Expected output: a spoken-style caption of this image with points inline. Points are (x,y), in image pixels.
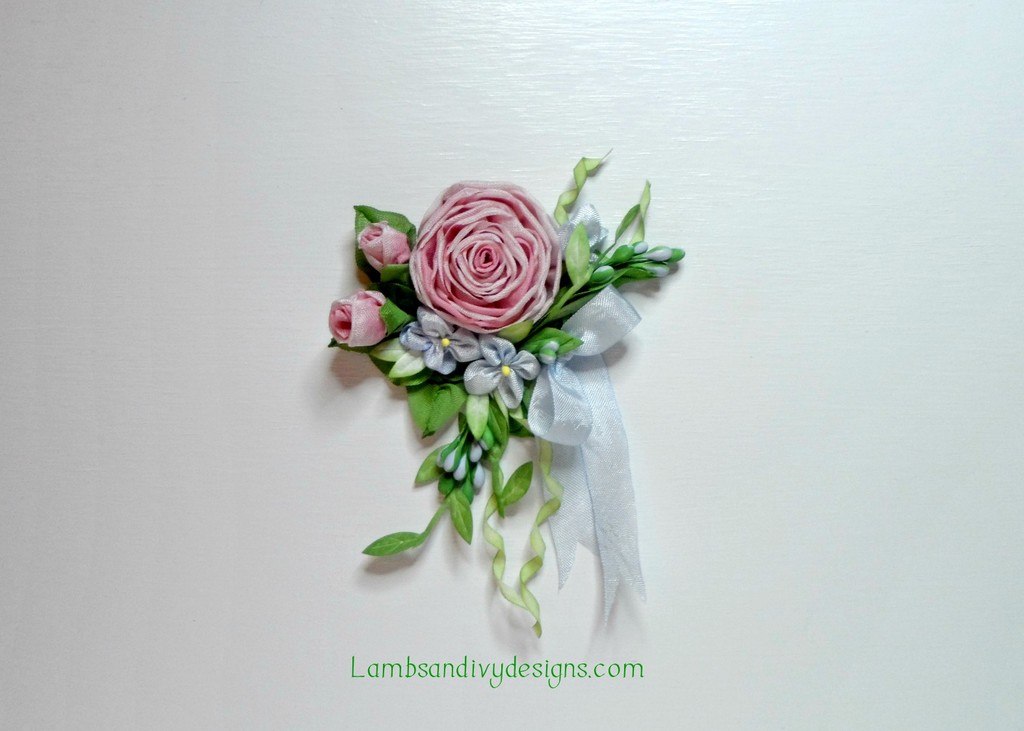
In this picture we can see flowers (472,274) and leaves (485,409) here, there is a ribbon (535,416) here, we can see white color background (761,206), at the bottom (538,664) there is some text (447,664).
